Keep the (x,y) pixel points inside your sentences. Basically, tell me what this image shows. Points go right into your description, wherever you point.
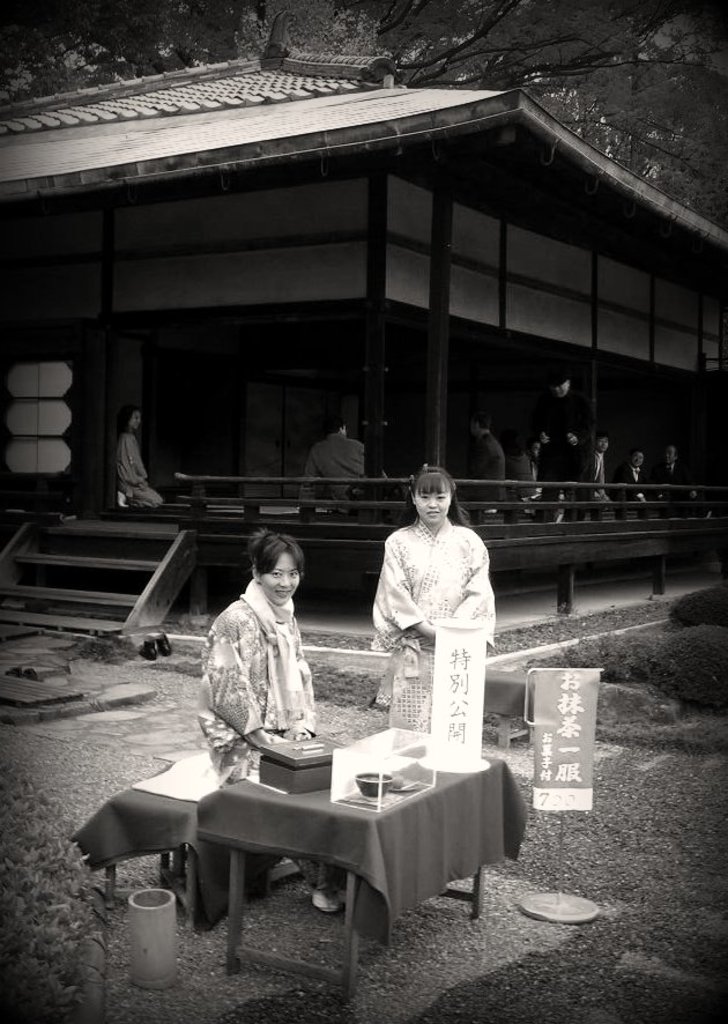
This is a black and white image. In this can see two women (397,632) one is sitting on the bench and one standing. In front of these there is a table (344,830) covered with a cloth (396,853). On the table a box (319,774), few bowls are there. In the background (267,362) there is a house (442,466). In that few people (362,465) are sitting. On the top of the image (342,38) there is a tree (298,38).
